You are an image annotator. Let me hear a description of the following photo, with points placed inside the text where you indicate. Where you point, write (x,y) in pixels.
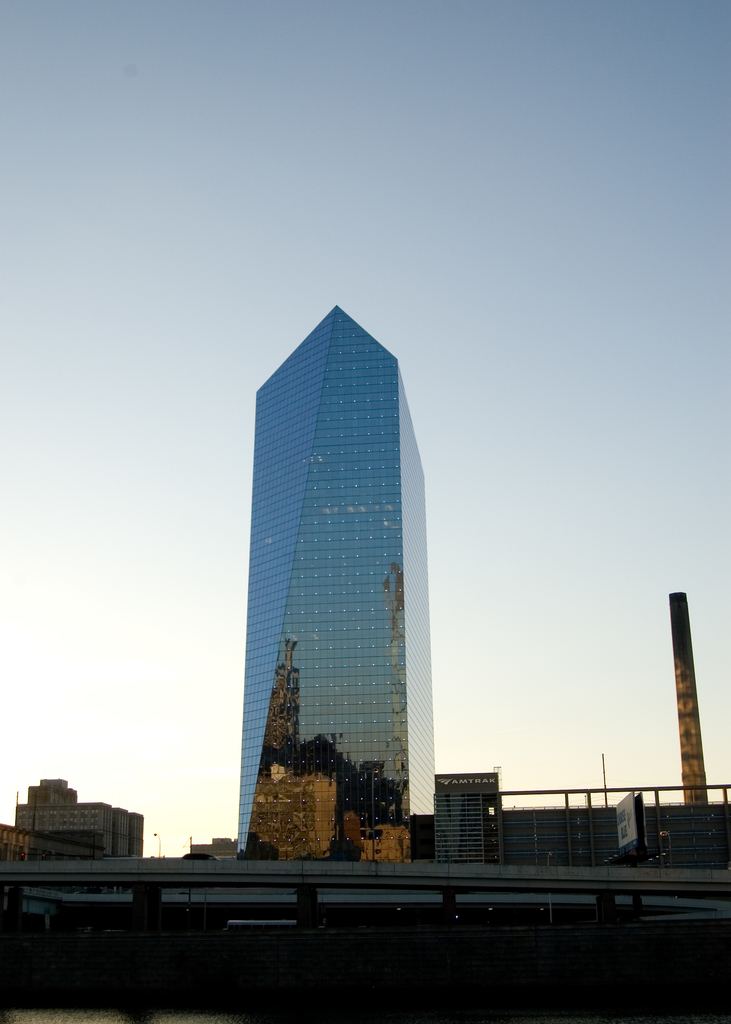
In this picture we can see flyover (76,877), buildings (353,614) and boards (638,845). In the background of the image (442,511) we can see the sky (429,527).
